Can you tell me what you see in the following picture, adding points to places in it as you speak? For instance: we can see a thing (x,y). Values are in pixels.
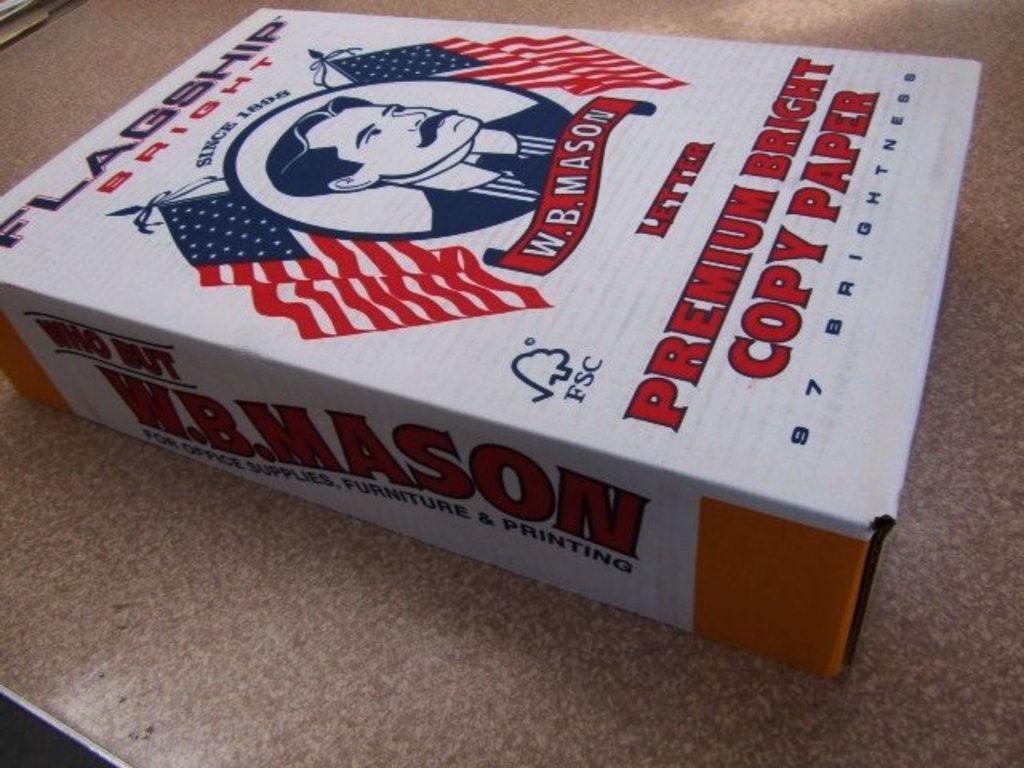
In this image we can see a cardboard box (551,530) on the table (50,61), on the cardboard box (437,304) we can see the text (460,486) and images (544,265).
